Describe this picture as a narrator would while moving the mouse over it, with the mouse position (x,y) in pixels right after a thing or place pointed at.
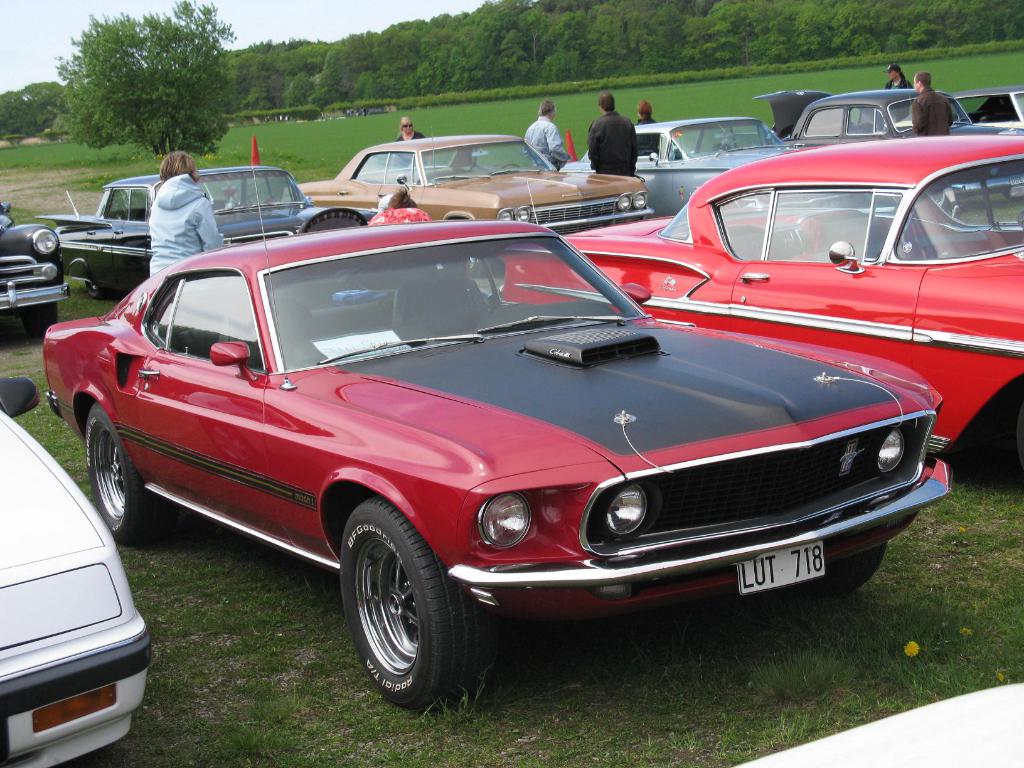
In this picture we can see people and vehicles (767,428) on the ground (243,594) and in the background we can see trees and the sky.
